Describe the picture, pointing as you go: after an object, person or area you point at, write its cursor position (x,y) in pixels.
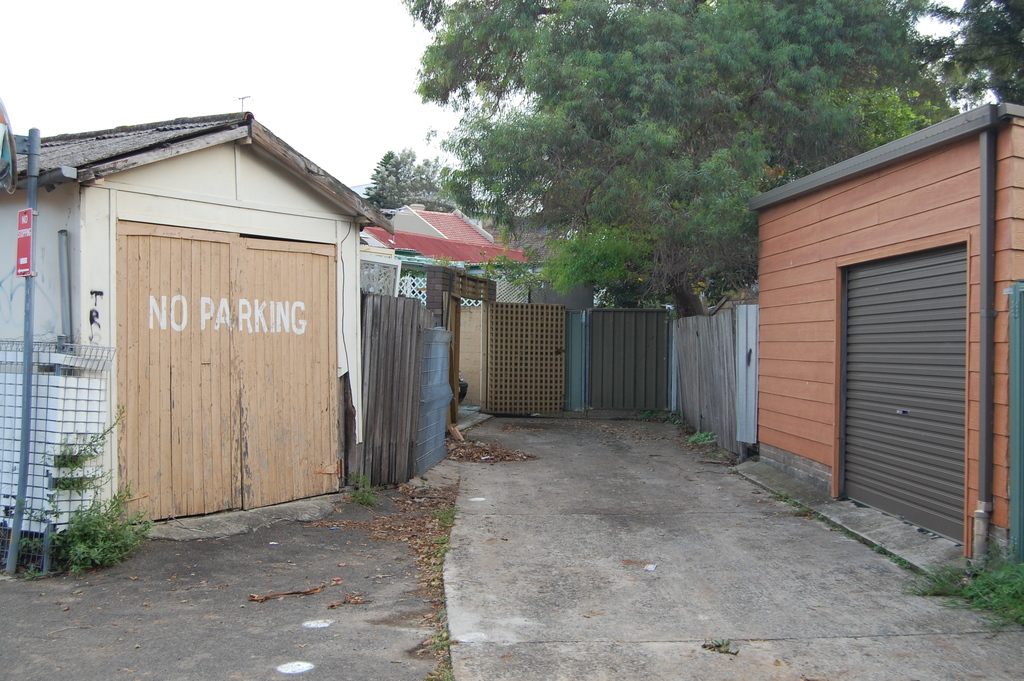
In the image there is a road (574,474) in the middle (607,433) with a gate (551,410) in front of it, on either side of it there are buildings (789,365) and behind the gate (599,365) there is tree (549,209) and building (437,251) and above its sky (158,58).
